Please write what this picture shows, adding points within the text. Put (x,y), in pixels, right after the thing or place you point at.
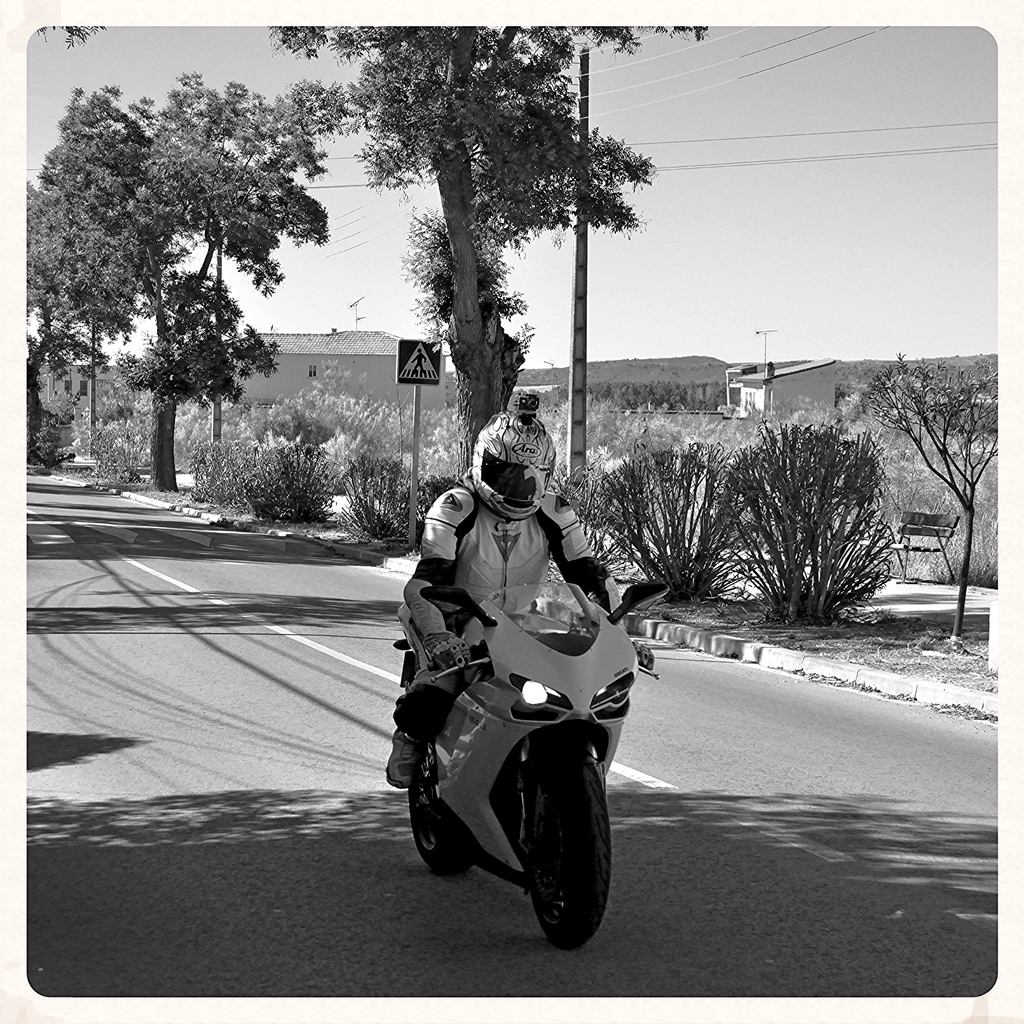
It is a black and white image, a man (574,556) is riding a bike (619,619) on the road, behind him there is direction board (421,367), to the right side (695,465) there are some trees (397,178), bushes (855,476) and wires (693,163) and sky (686,195).
